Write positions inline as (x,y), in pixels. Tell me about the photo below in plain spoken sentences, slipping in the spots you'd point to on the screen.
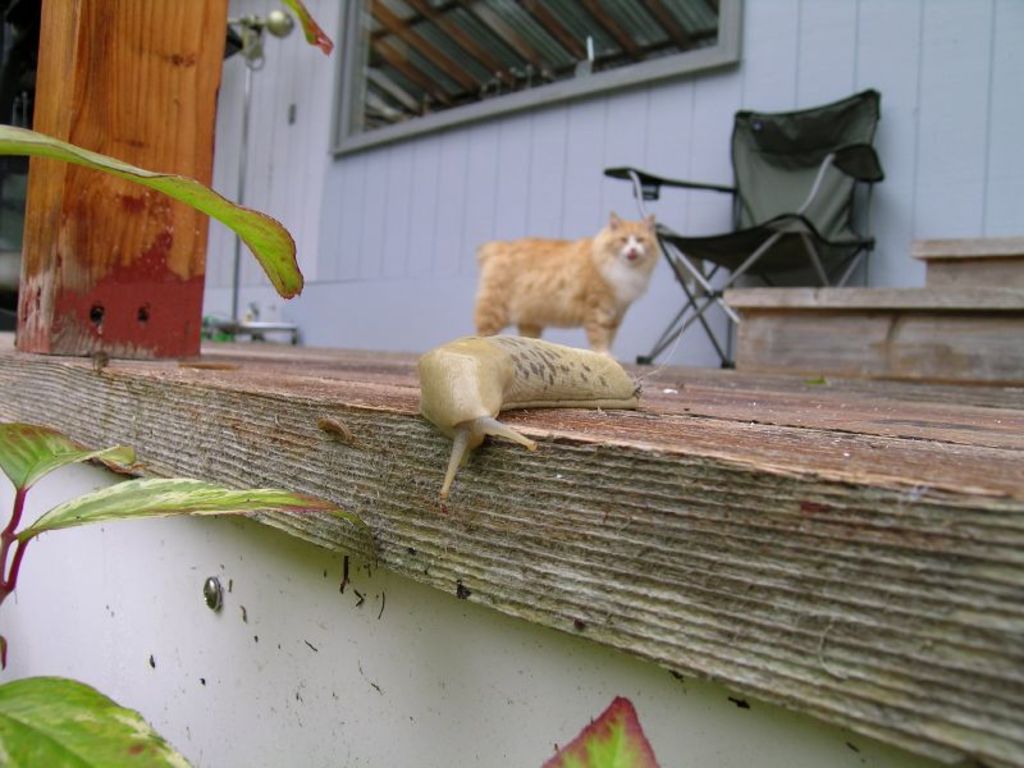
In this image we can see snail (467,403) on the wooden surface (499,473), beside that we can see an animal (501,298), on the right (868,340) we can see wooden object (864,342), beside that we can see a chair (781,160), at the bottom (53,726) we can see plants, on the left (99,68) we can see wooden object (114,199), at the top (574,10) we can see glass window (492,5).
